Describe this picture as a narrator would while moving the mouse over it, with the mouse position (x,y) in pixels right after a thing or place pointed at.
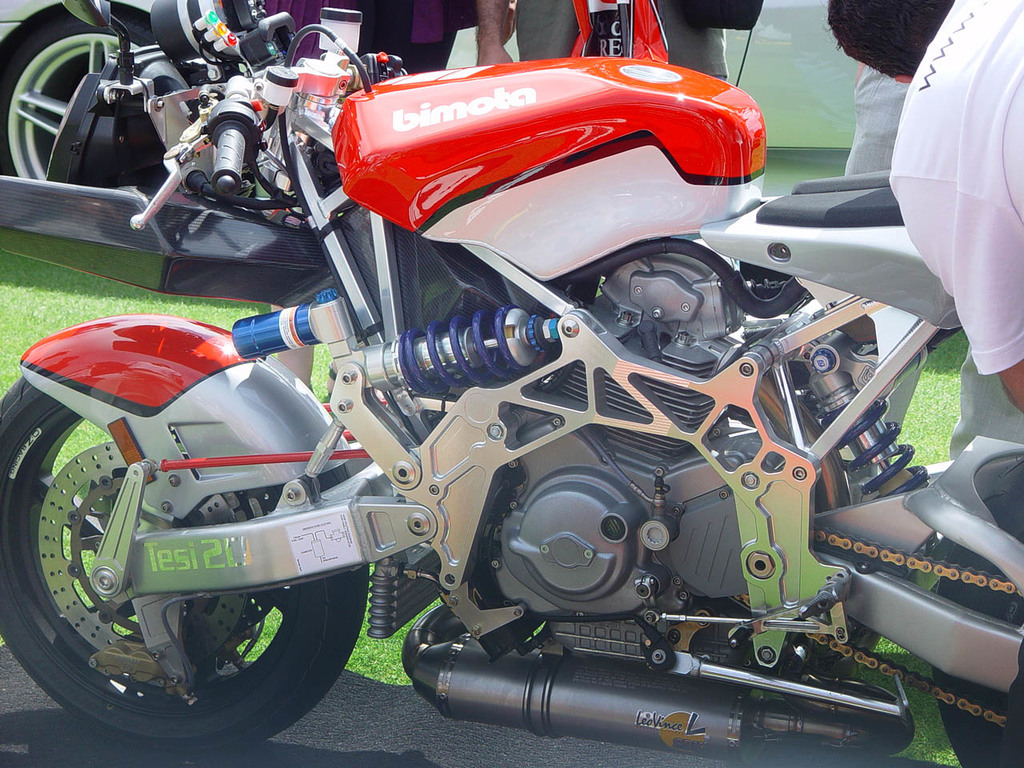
In this picture I can see vehicles (616,321), there are few people (965,277) and there is grass (203,319).
